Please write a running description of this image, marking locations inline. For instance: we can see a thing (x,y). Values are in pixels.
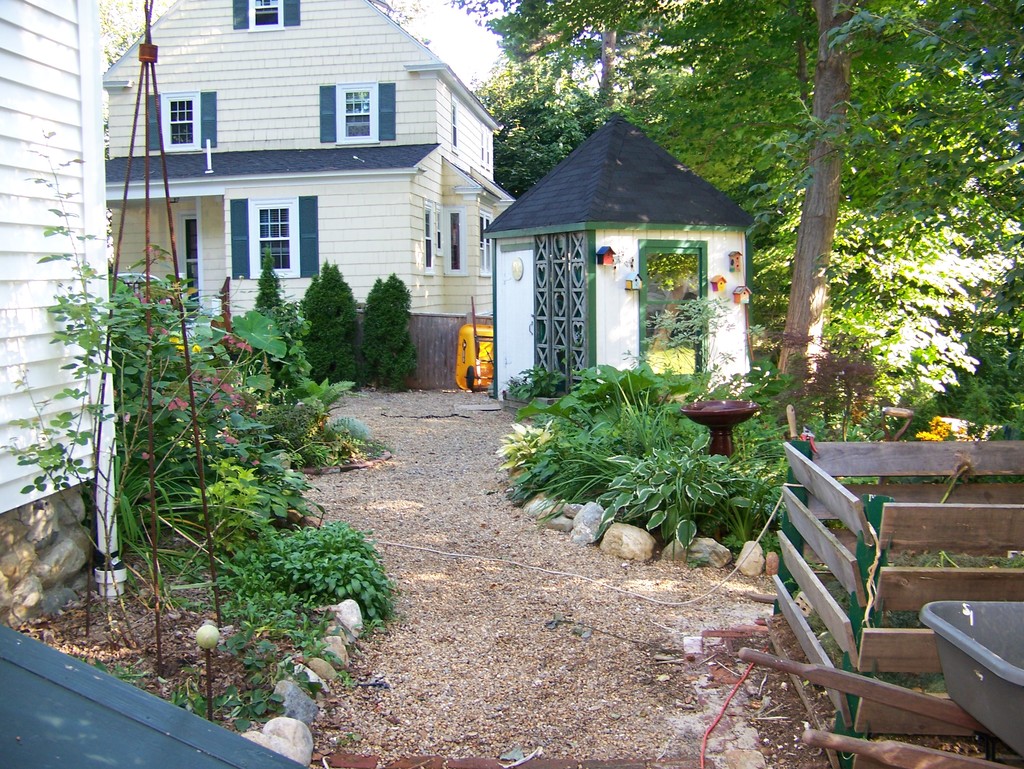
The picture is taken outside a house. In the foreground of the picture (546,506) there are plants (248,504), soil (147,668), wooden objects (857,597) and some other material (961,654). In the center of the picture (541,278) there are trees (329,283), room (565,221), house (320,125) and windows (341,104). Sky (441,49) is clear and it is sunny.
